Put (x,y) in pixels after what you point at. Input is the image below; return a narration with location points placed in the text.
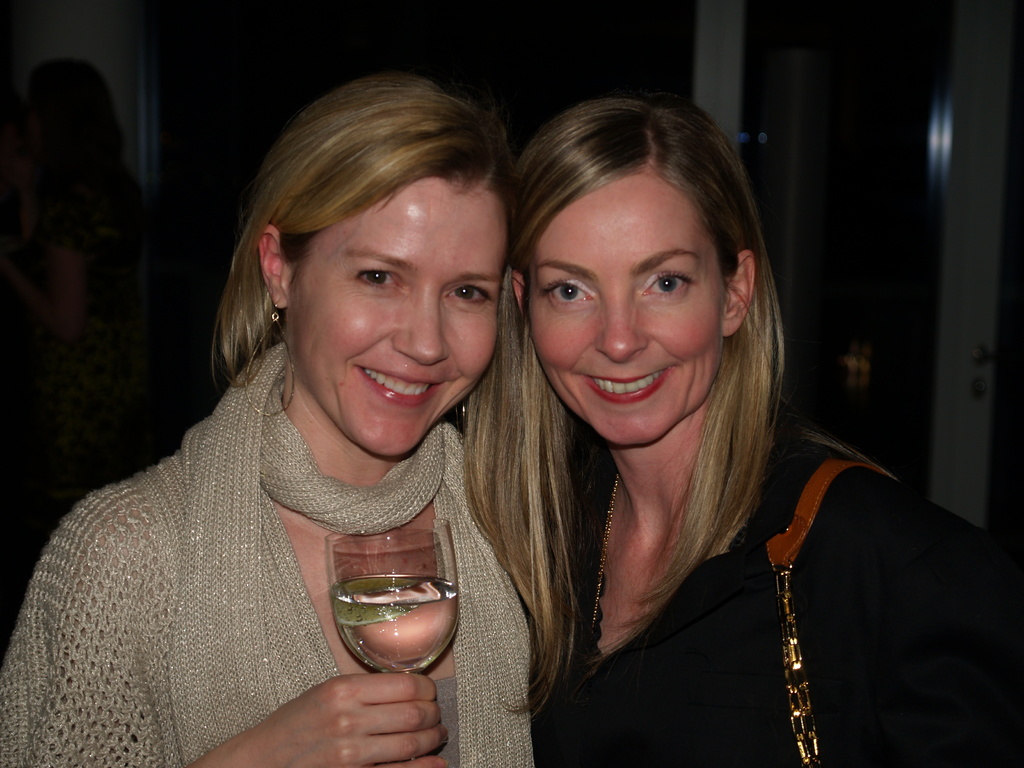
In the image there are two women (718,615) standing. On left side (335,297) there is a woman (266,468) wearing a scarf (236,473) holding a wine glass (365,617) on her hand (392,678) and she is also having smile (413,401) on her face (463,392). In background (87,206) we can see a person (88,226) and a wall (132,27).
